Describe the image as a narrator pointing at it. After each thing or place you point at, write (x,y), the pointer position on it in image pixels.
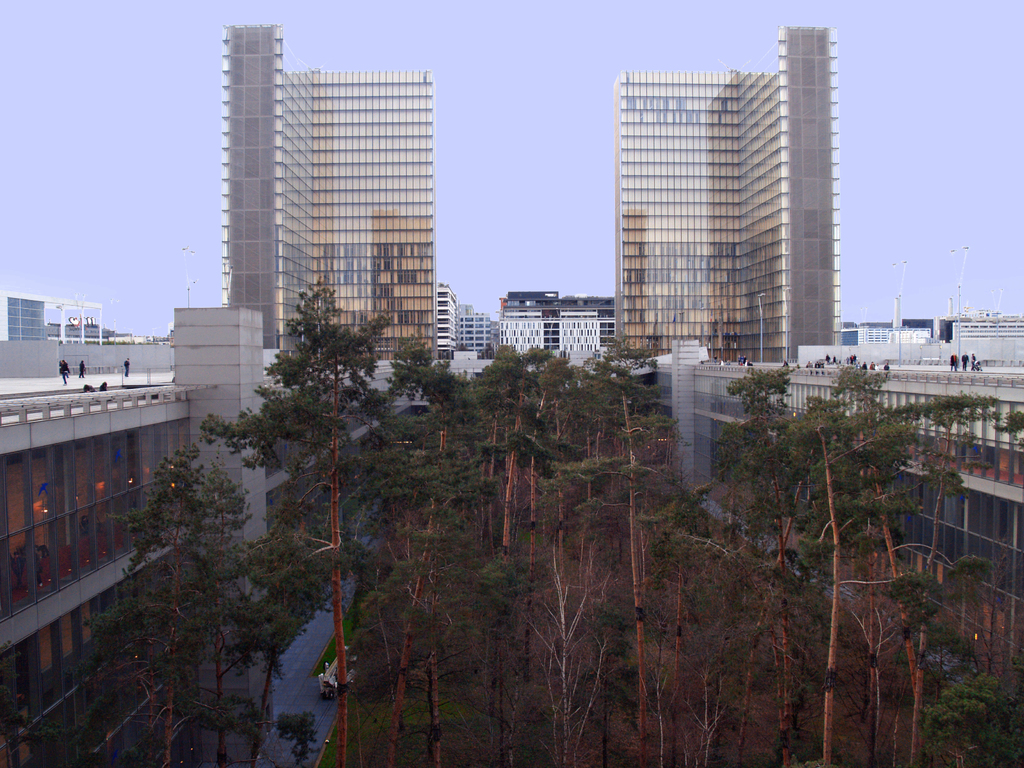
In this picture we can see there are trees (338,461), buildings (150,407), skyscrapers (332,229) and the sky (513,215). On the buildings (85,358) there are some people (851,358) standing.
